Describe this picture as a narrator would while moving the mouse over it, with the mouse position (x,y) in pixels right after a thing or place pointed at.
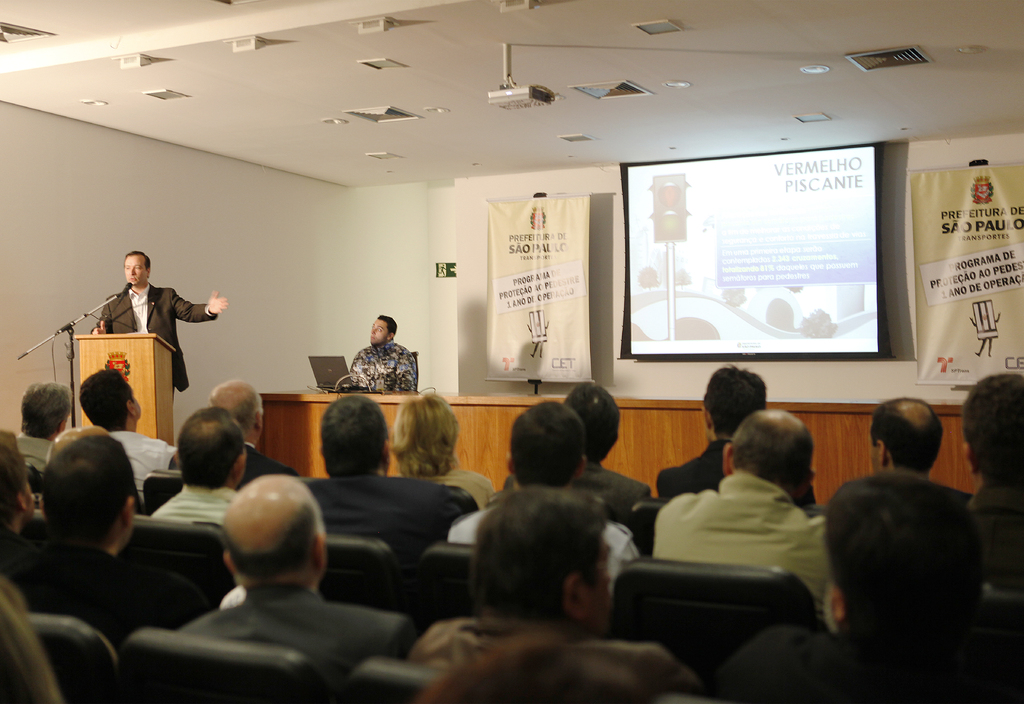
In the picture we can see many people (138,575) are sitting on the chairs (153,645) and in front of him we can see a man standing and talking in the microphone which is in the stand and behind him we can see a long desk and near it, we can see a man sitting with a laptop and behind him we can see the screen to the wall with some information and to the ceiling (444,83) we can see some lights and the projector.
